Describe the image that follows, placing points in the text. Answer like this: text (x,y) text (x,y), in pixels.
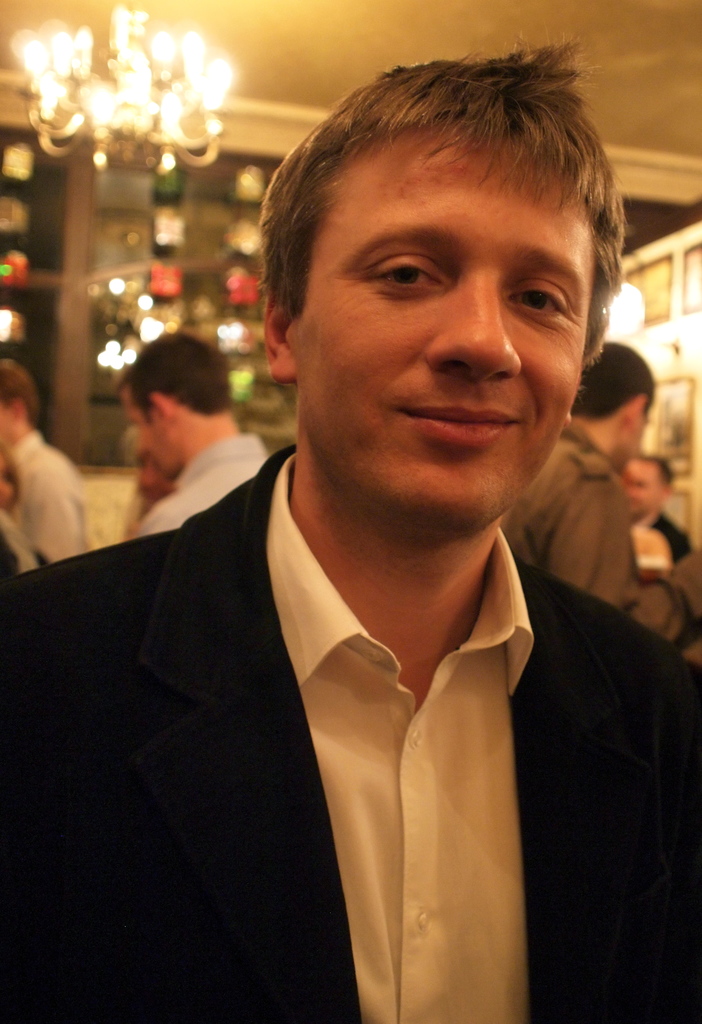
In this image I can see a person (454,781) wearing white shirt (395,819) and black blazer (245,815) is standing and smiling. In the background (216,378) I can see few other persons (549,487), few lights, the ceiling (421,62) and a chandelier (155,117).
